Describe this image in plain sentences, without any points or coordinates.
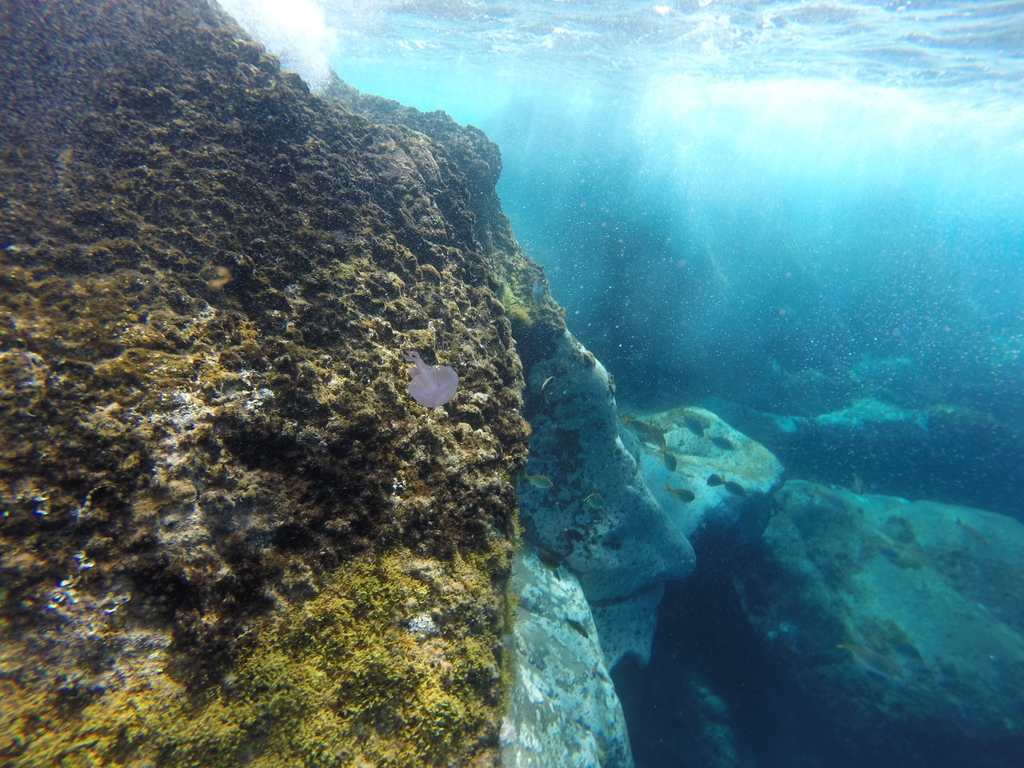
This picture is consists of underwater view.
